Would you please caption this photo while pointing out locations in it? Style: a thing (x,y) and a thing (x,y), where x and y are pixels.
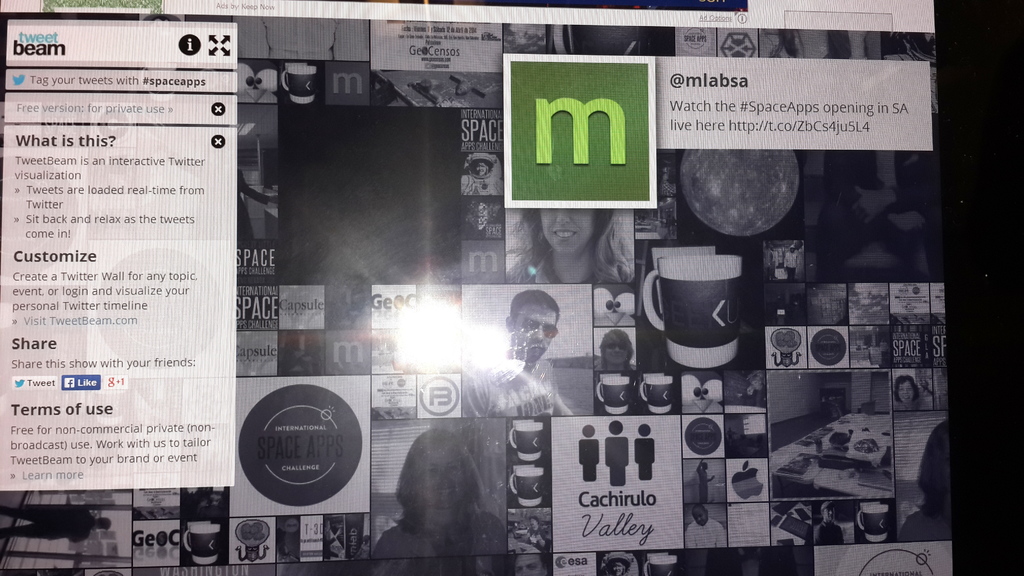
In this image we can see a web page (452,369).
